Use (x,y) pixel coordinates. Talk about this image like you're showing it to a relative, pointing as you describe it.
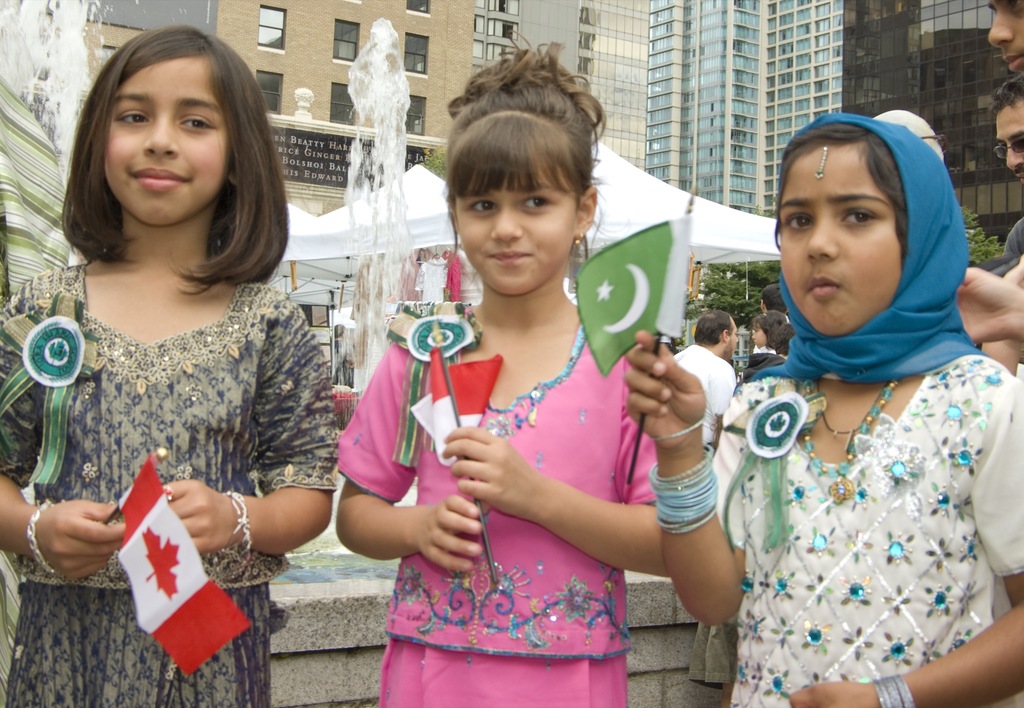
There are some children (429,344) standing and holding flags (441,418). They have badges (787,398) on the dresses (274,431). Girl (857,364) on the right side (888,363) is wearing a scarf (889,338), bangles (712,476) and chain (848,434). In the background (409,143) there are tents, fountain (361,288) and buildings (719,74). On the building (413,30) there are windows (416,9). On the right side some people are standing. There is a small wall (331,591) behind the children (882,437).
